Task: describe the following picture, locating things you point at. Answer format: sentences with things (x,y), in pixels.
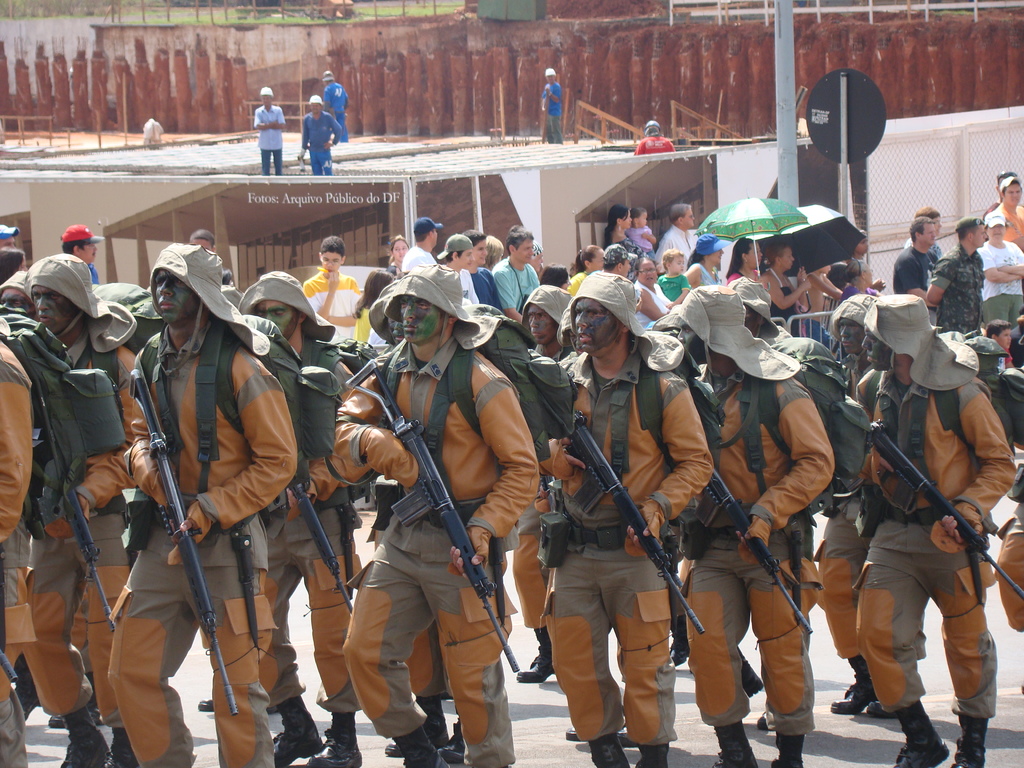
In this picture there are group of people (455,498) holding the guns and running. At the back (493,287) there are group of people (648,263) standing behind the railing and there are two people (802,281) standing and holding the umbrellas (802,257) and there is a board (274,224) and there is text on the board (291,219) and there are poles (784,174). At the bottom (589,755) there is a road (709,743).
